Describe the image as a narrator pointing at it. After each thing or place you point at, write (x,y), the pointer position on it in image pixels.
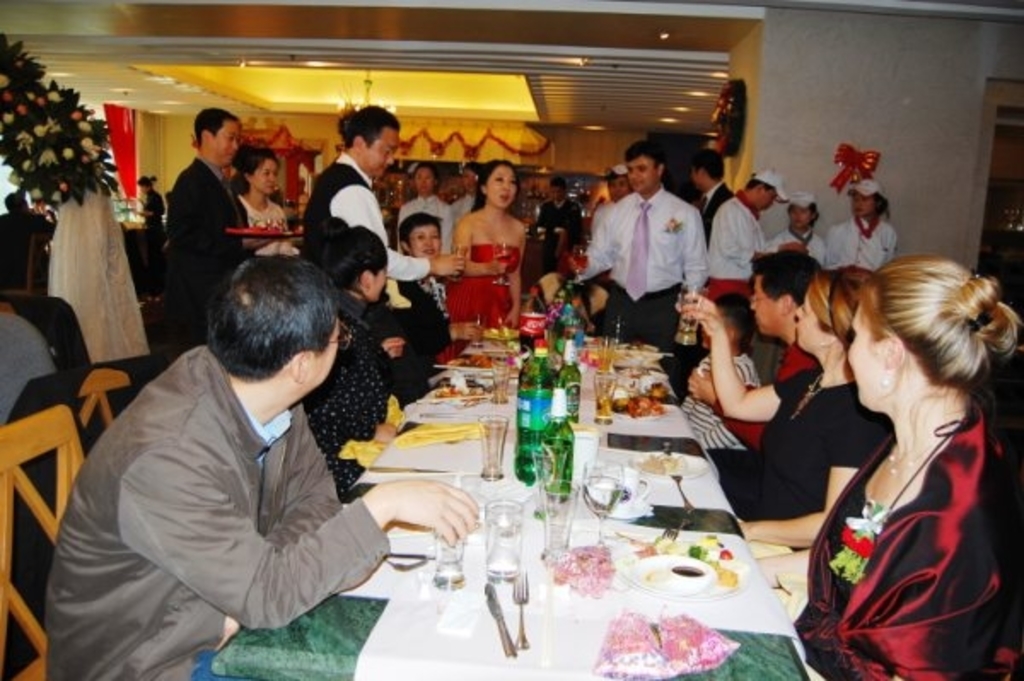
In this image I can see the group of people (515,273). Among them some people (417,302) are sitting in front of the table (617,526) and some people (492,225) are standing. On the table (482,580) there are glasses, bottles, spoons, plates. In the background (25,173) there is a flower vase (62,173) and the curtains (126,165).
